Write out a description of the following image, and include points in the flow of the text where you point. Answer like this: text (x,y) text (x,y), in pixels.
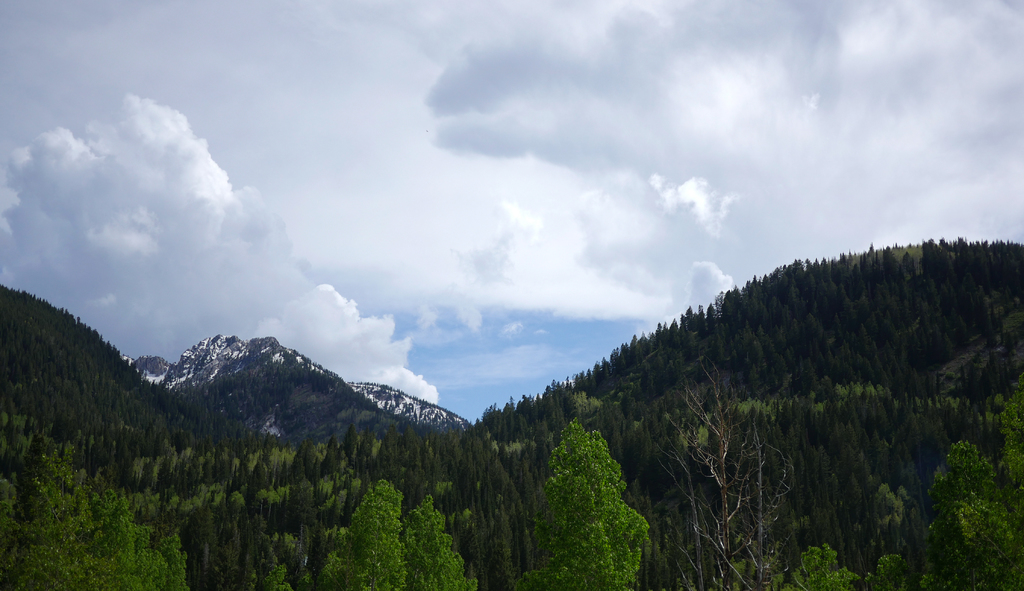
In the picture we can see the trees (591,494), hills (631,480) and the sky (298,280) with clouds (377,381).
